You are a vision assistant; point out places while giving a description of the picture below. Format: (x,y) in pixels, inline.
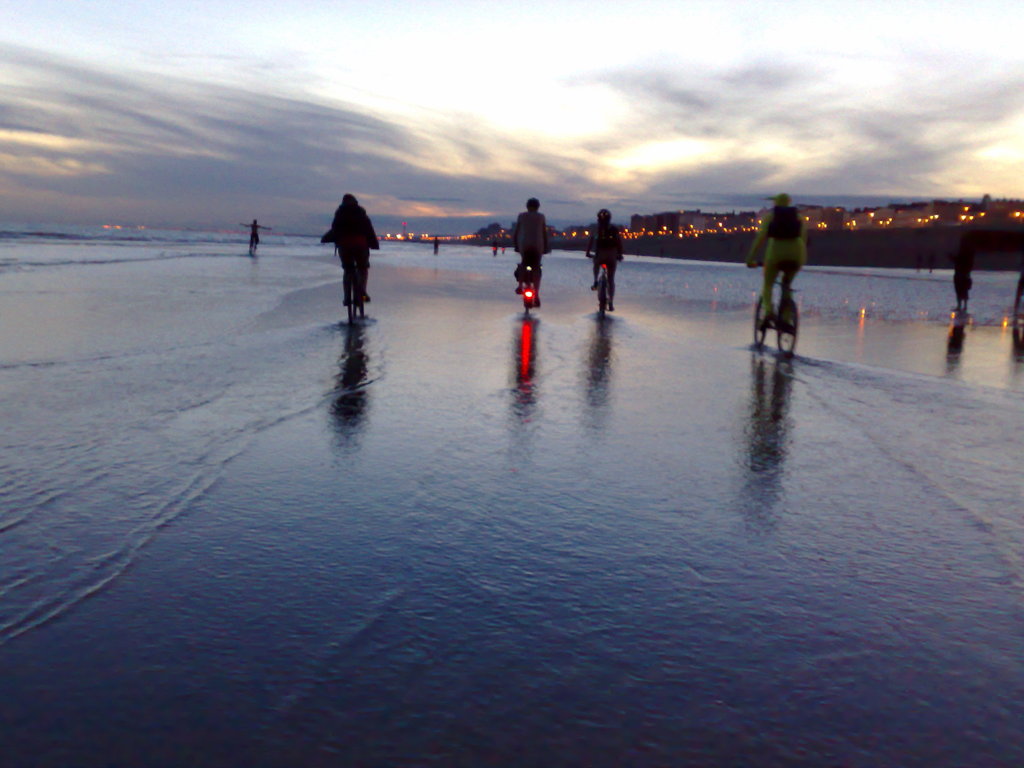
In this image we can see people (519,239) riding bicycles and there is water (441,381). In the background (894,214) there are buildings (910,215), lights (870,219) and sky (491,208).
